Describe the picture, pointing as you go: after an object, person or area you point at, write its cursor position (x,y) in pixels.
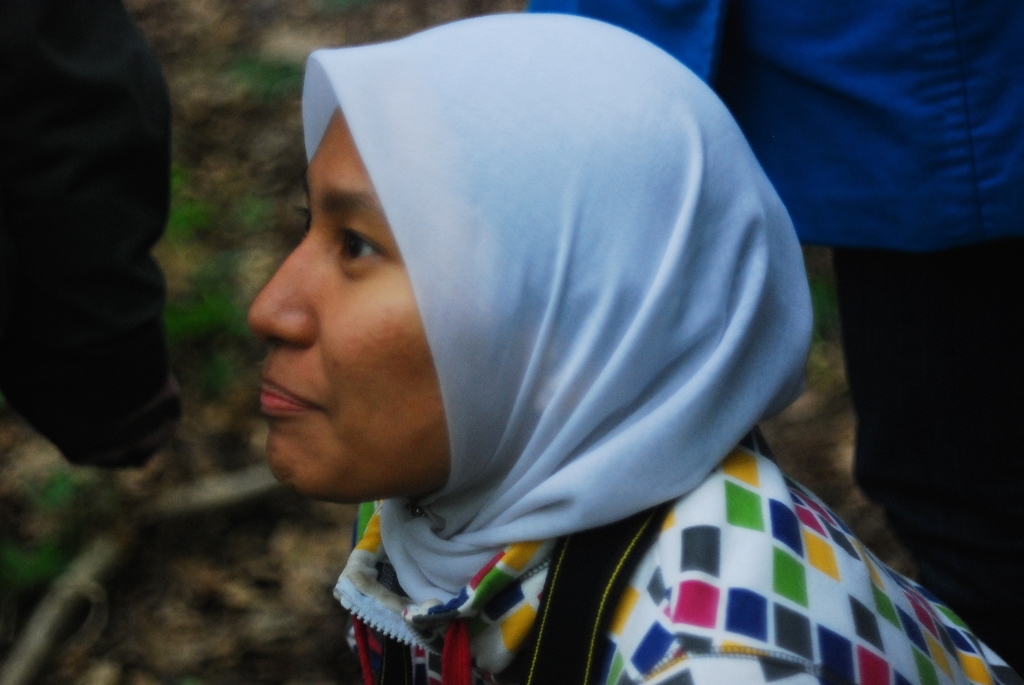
In this picture I can see a woman (672,315) with a scarf (650,128), there are clothes (894,114), and there is blur background (239,20).
